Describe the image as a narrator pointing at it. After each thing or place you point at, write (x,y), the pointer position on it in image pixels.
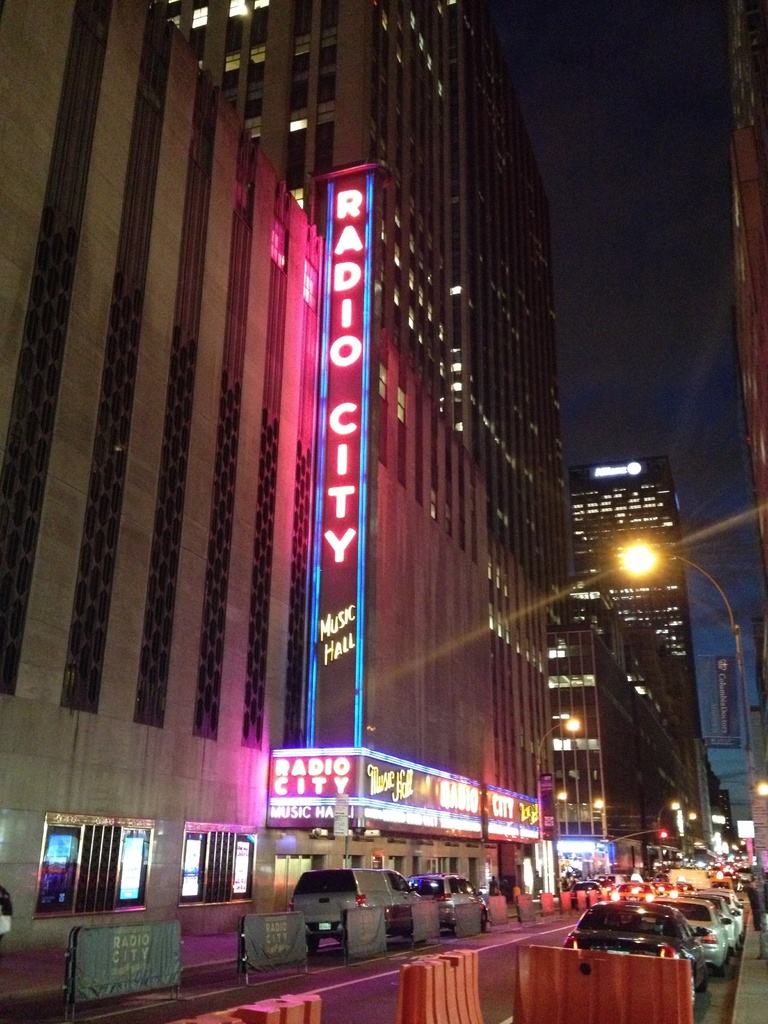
In this picture we can see a few barricades (606,990), vehicles (657,880) and street lights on the road (352,1020). There are a few buildings (2,685) and lights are visible in the background (574,709).
